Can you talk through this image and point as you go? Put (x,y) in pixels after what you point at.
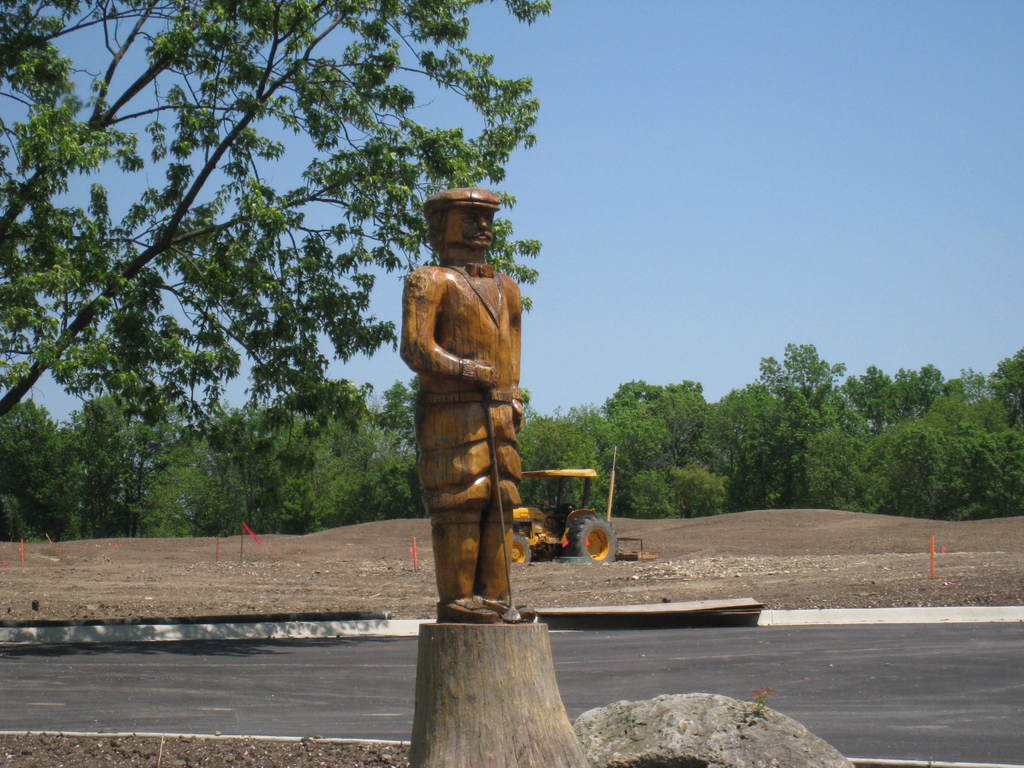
In the center of the image (455,285) we can see a statue (474,465). In the background (609,554) there is a vehicle (569,529), trees (602,410) and sky (587,19). At the bottom (212,711) there is a road (784,703).
